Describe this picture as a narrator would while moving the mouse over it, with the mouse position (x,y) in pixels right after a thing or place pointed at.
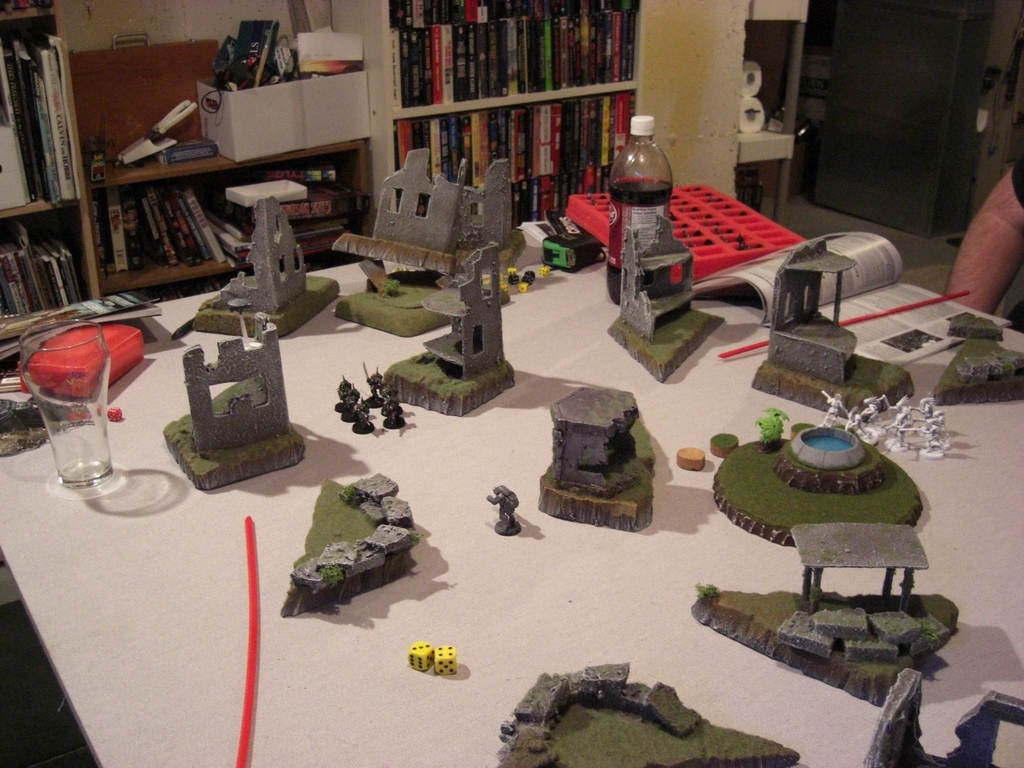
In this picture we can see some military toys (514,506), placed on the wooden table (516,690). Behind we can see a rack (552,102) full of books (550,132).
